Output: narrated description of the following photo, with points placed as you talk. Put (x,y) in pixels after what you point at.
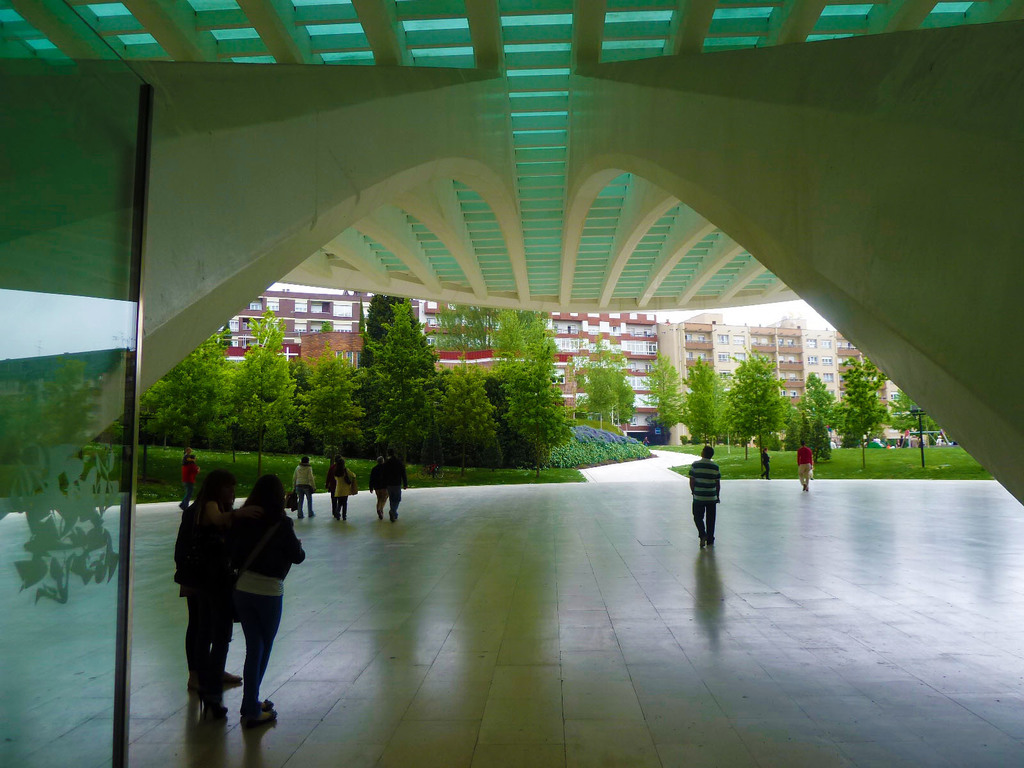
In this image, we can see few people (267,522) on the floor (674,610). Few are walking. Here we can see so many trees (274,358), plants (624,455) and grass (843,474). Background (804,373) there are few buildings (714,354). On the left side of the image (83,536), there is a glass door (40,529).
